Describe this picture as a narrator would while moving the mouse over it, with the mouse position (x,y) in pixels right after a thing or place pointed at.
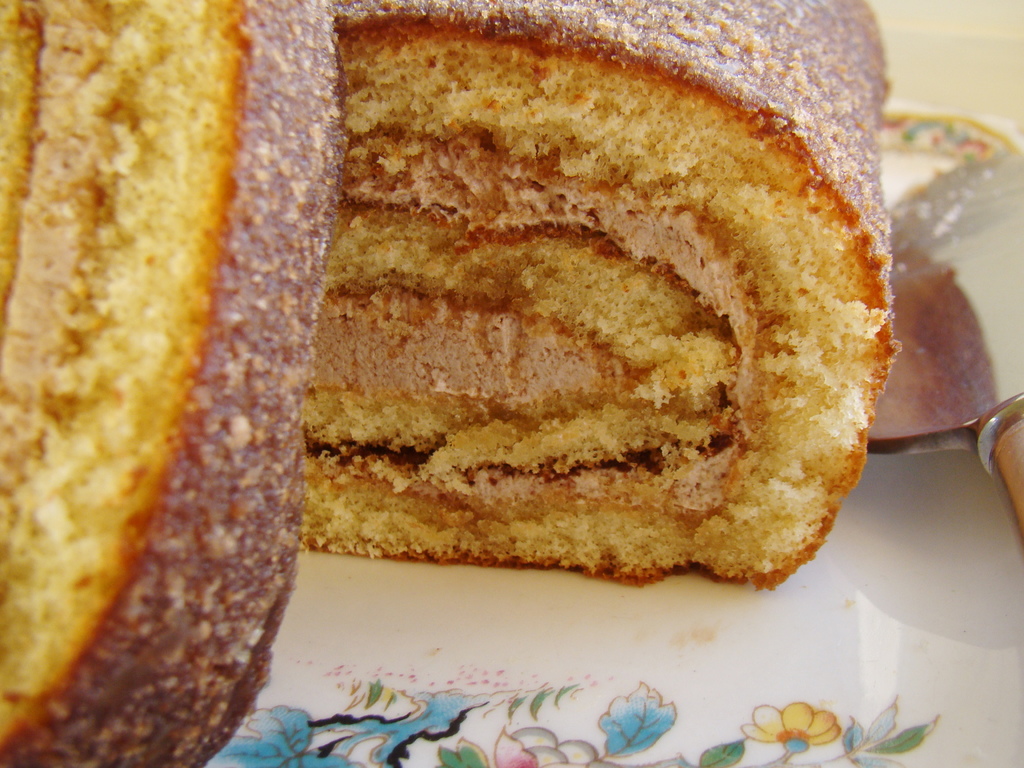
The picture consists of food items (506,197), knife (946,262) placed in a plate (741,593).
